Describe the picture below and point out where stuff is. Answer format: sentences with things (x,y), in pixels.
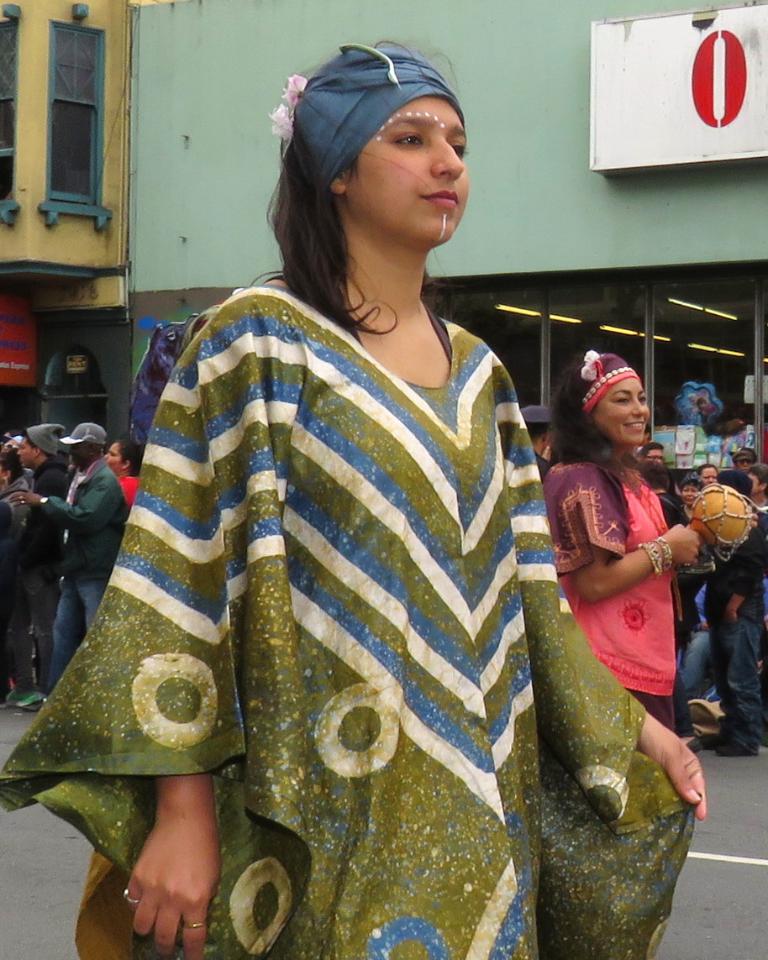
In this image we can see there are a few people (341,550) standing on the road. In the background (682,342) there are buildings (621,261).
